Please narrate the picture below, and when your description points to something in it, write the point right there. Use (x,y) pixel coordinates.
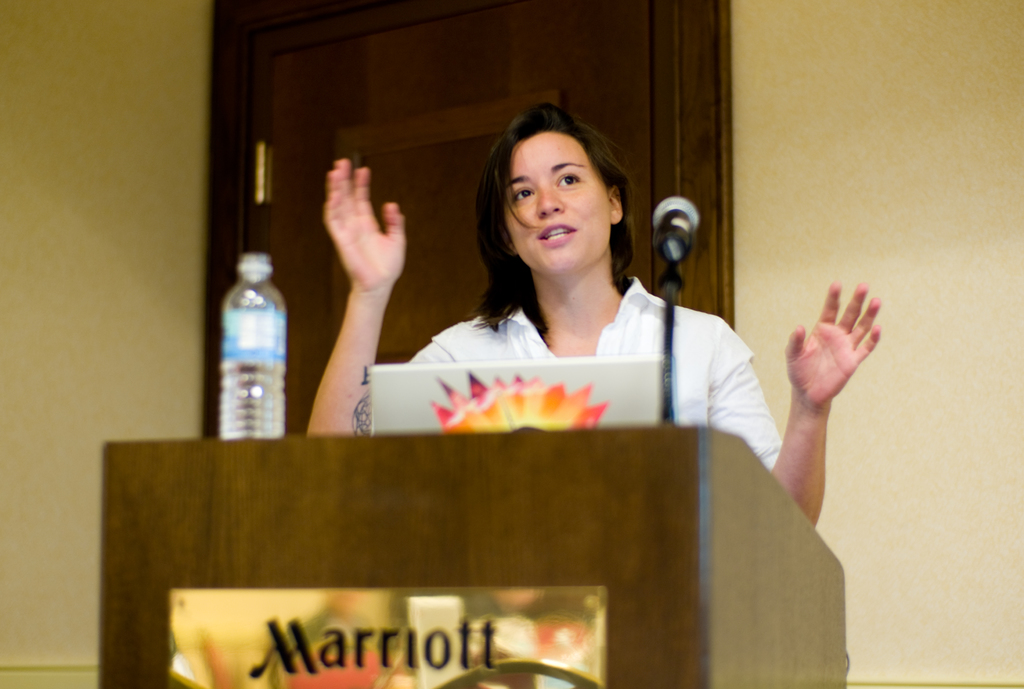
In this image I can see the person (543,284) standing in-front of the podium (486,469). The person (524,343) is wearing the white color dress (684,320). On the podium (464,439) I can see the laptop (453,400), mic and the bottle (275,340). In the background (354,122) I can see the door (558,52) and the wall (57,433).
